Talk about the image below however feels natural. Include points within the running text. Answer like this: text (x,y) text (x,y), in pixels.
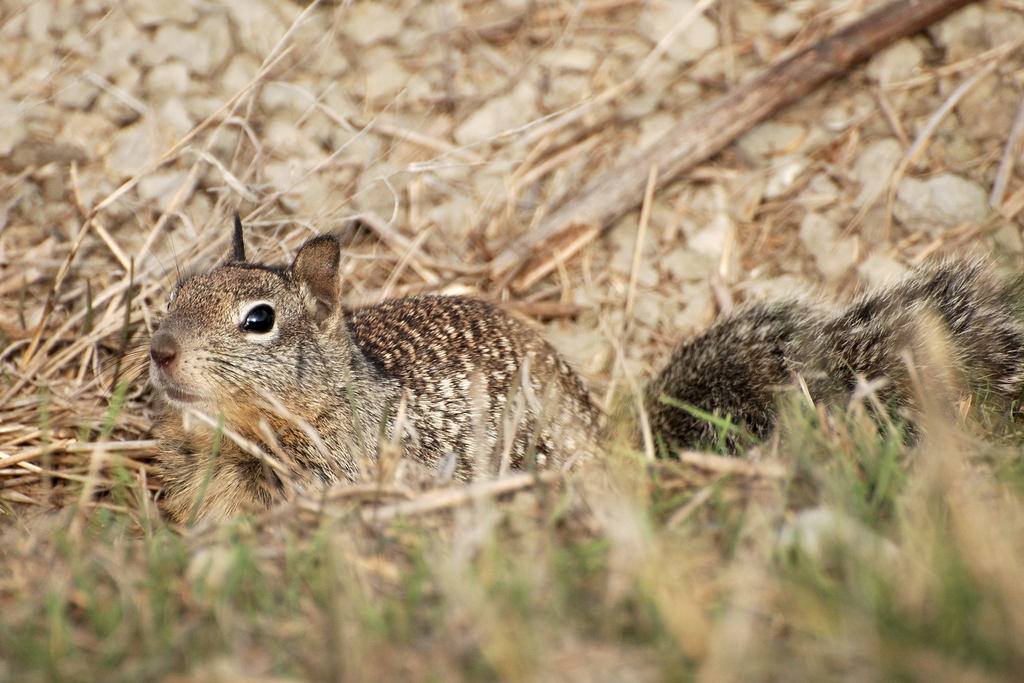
In this picture we can see a small animal (179,378) sitting on the grass ground (252,600) and looking at someone.
